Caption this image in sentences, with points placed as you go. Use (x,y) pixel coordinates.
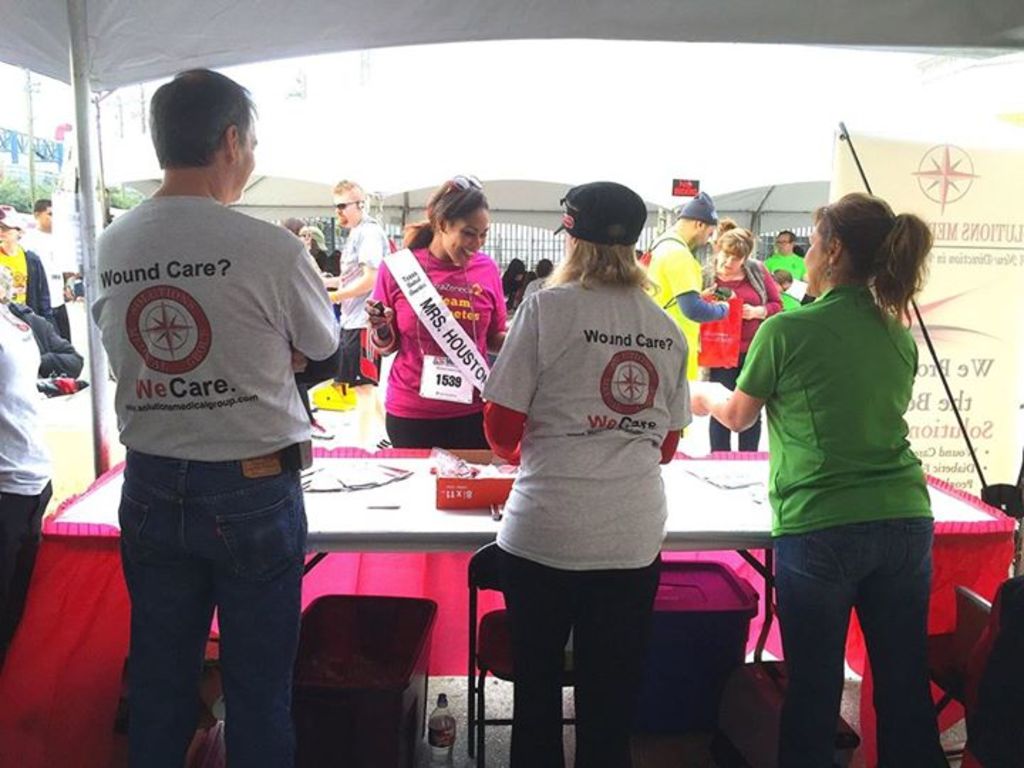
In this picture we can see some people (806,368) are standing, there are chairs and a table (419,530) in the front (748,523), on the right side (980,369) there is a banner (992,364), in the background (44,186) there are trees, at the bottom (432,743) we can see a bottle (434,720) and a dustbin (382,713), there is a tent (415,27) at the top of the picture (330,8).
